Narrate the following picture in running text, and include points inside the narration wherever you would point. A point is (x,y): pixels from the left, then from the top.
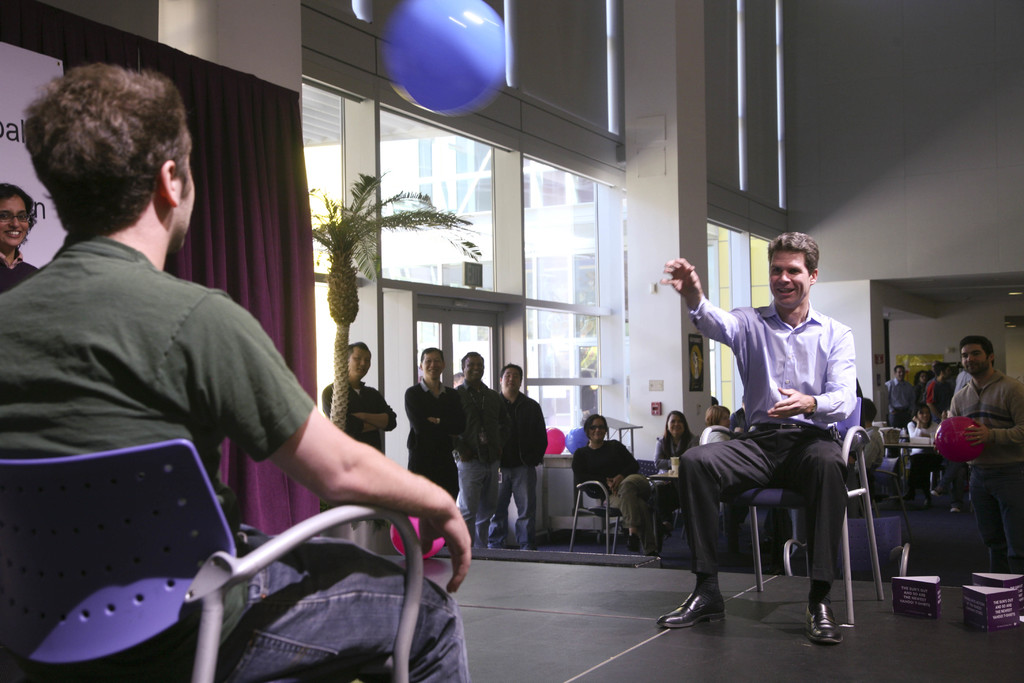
In this picture we can see some people (414,486) are sitting and some people (494,525) are standing and a man (977,437) is holding a ball (965,429) and another ball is in the air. Behind the people (939,389) there is a houseplant (364,270), curtain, board (16,134), pillar (647,352) and a wall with glass doors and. On the path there are some objects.
